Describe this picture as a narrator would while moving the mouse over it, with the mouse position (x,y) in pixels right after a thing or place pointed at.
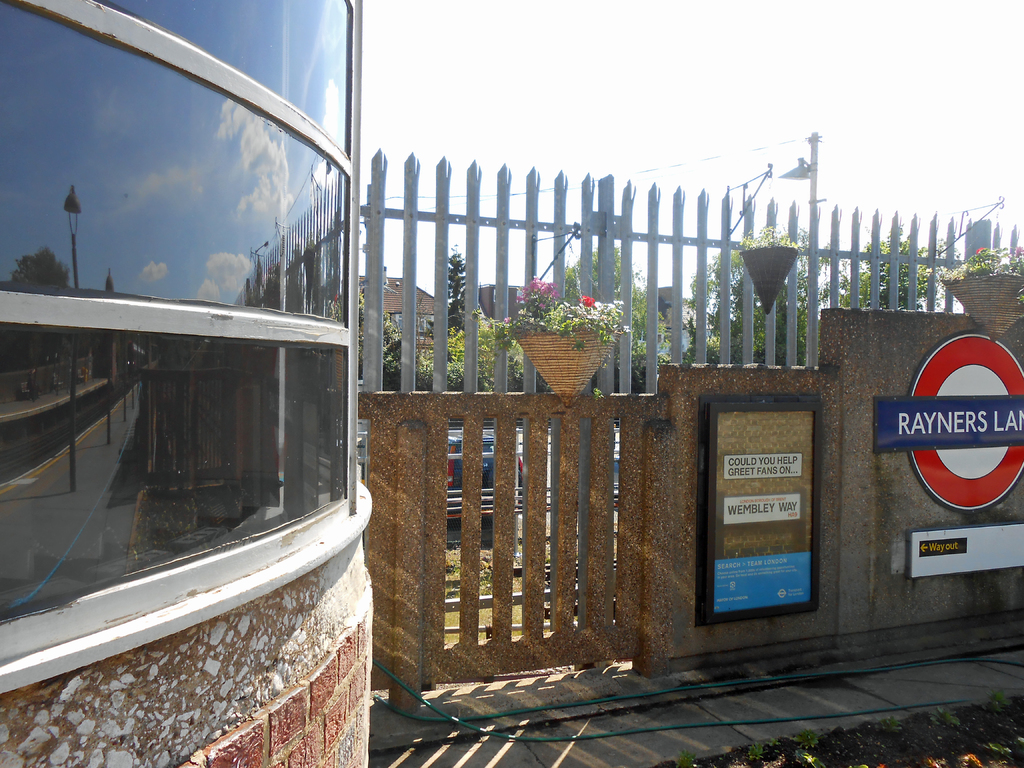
In this picture I can see buildings (342,251) and a wall (670,454) with couple boards (925,471) on it with some text (747,472) and few plants (999,262) and trees (711,323) and I can see a car (483,441) parked and a pole (814,200) and I can see a cloudy sky (667,62).
